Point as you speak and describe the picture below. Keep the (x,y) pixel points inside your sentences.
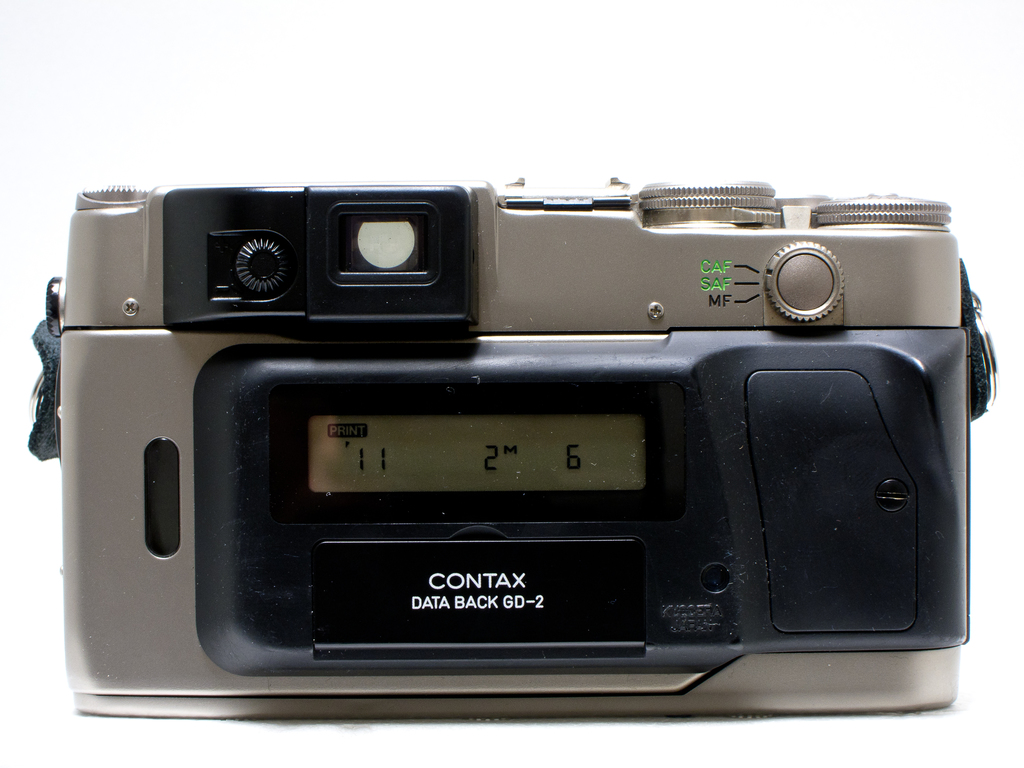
In this picture I can see there is a camera (639,556) and it has few buttons (810,288) and a viewfinder (386,233). It is placed on a white surface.
